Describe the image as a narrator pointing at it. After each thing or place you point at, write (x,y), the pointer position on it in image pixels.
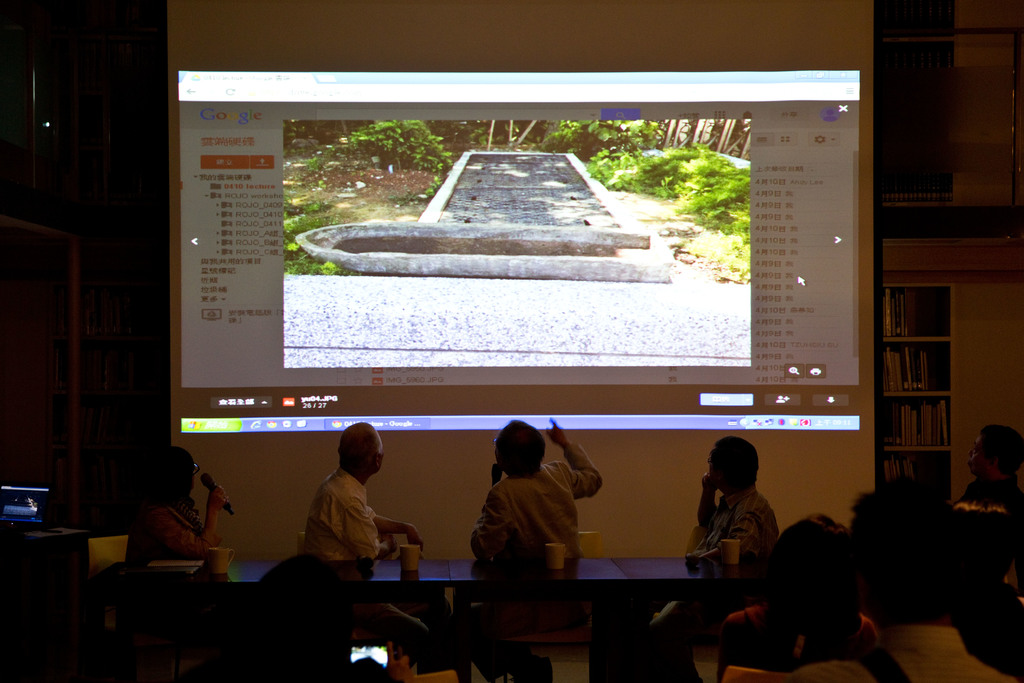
This image is clicked inside a room (595,516). There are tables (695,573) in the middle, on that table (754,572) there are glasses (735,550) and there is a screen (460,283) on the top (462,217). There are four people (167,474) near the table (682,566) who are watching that screen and there are so many people (1014,682) sitting in the bottom (279,592). There are books (906,373) on the right side (904,314).
